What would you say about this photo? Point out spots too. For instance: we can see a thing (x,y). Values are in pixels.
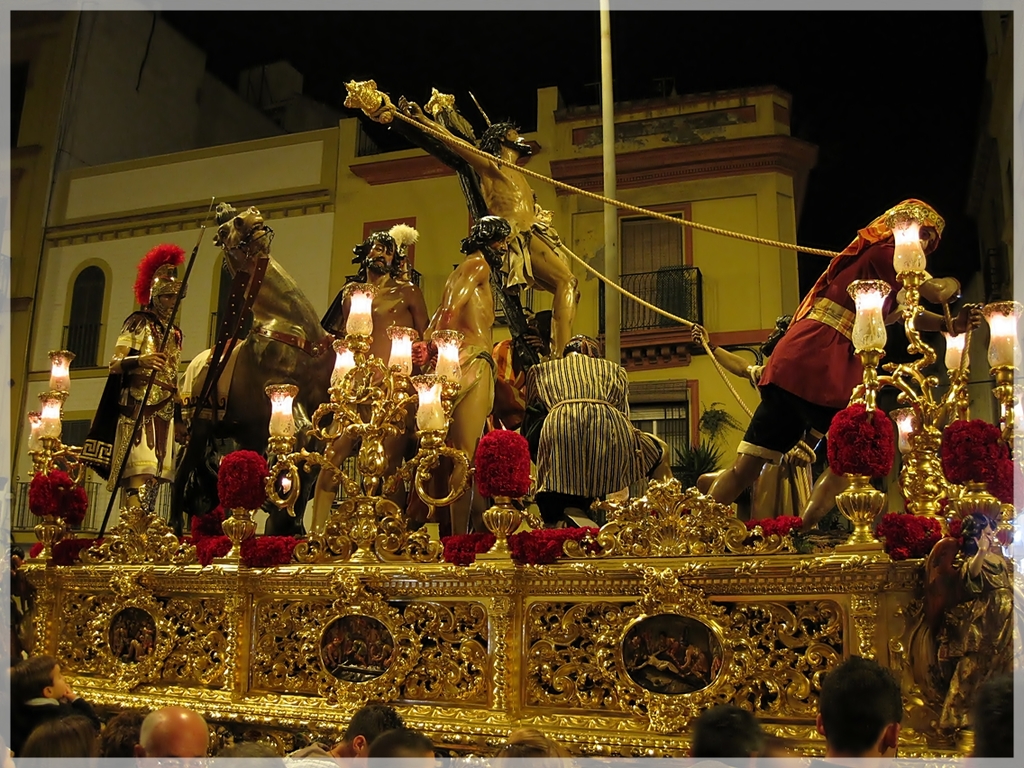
In this image we can see the group of statues (518,350). And we can see the lamps (41,454) with lights (450,368). And we can see the group of people (871,716) standing in front of statues (581,463). And we can see the buildings (782,167). And we can see the pole (607,153).
